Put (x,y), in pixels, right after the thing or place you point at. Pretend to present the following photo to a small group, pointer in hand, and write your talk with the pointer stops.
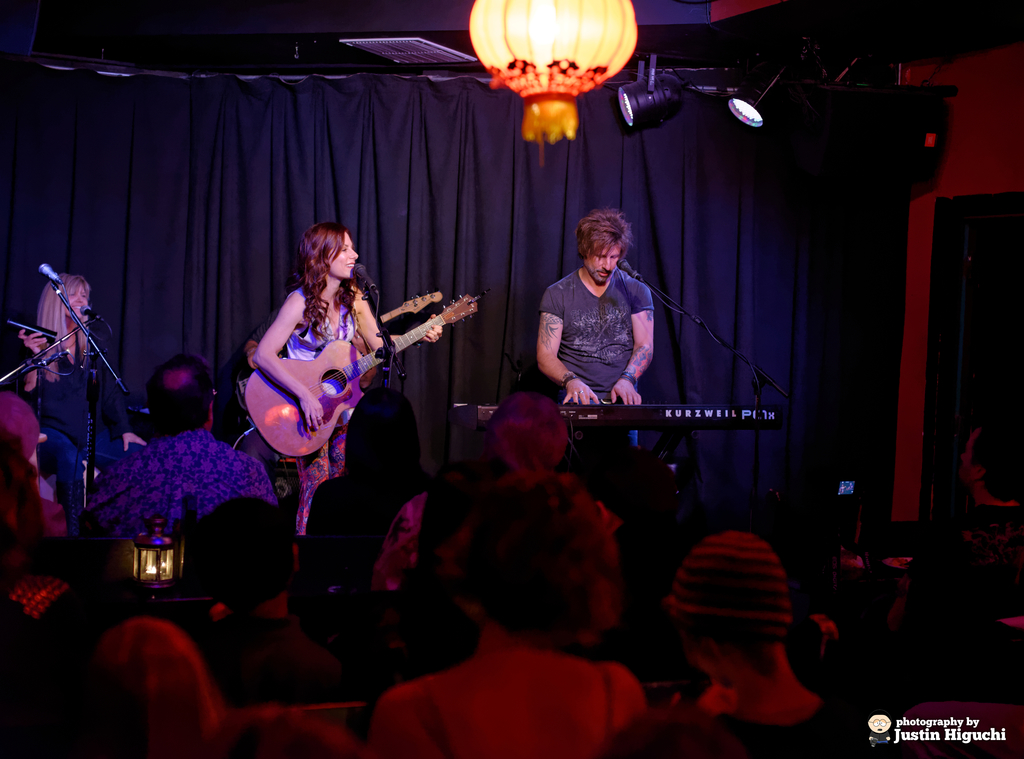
In this image I see 2 women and a man (541,303) who are on the stage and all of them are in front of the mics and I see that this woman (288,307) is holding a guitar (397,348) and this man (613,359) is playing a keyboard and there are lot of people (594,542) over here. In the background (467,361) I see the curtain (604,124), lights (570,88) and another person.
